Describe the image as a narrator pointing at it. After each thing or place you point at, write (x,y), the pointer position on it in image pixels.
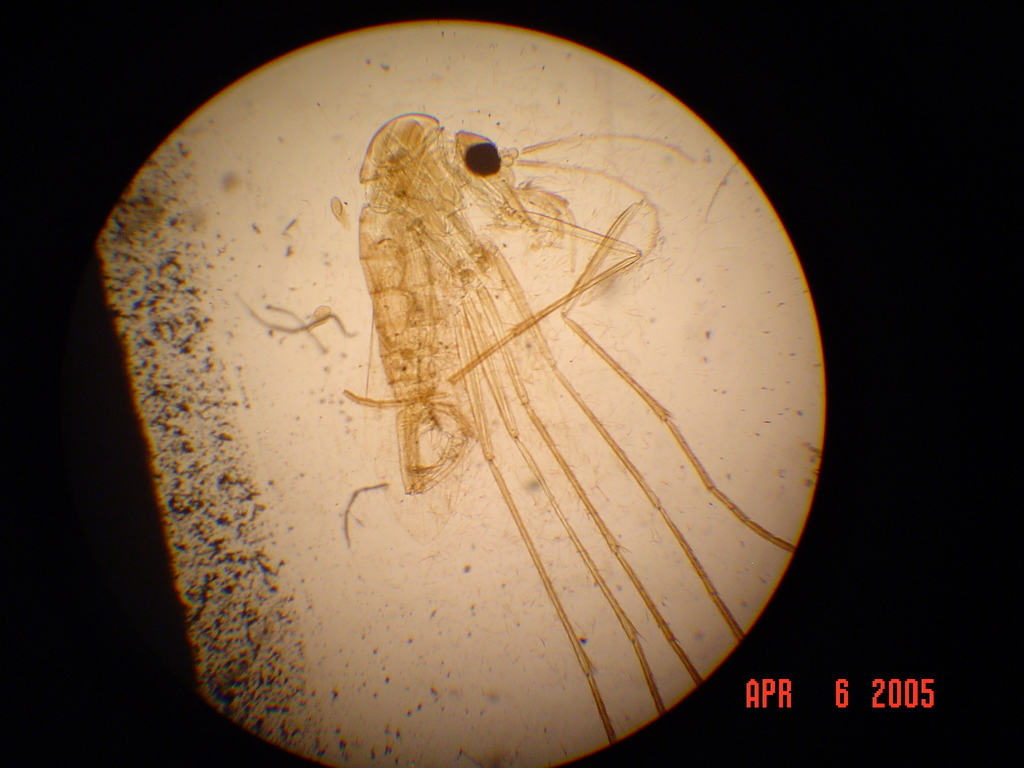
This picture looks like a microscope photo which is taken by camera and in the photo I can see a insect (411,321) and in the background (669,90) I can see a dark view.
